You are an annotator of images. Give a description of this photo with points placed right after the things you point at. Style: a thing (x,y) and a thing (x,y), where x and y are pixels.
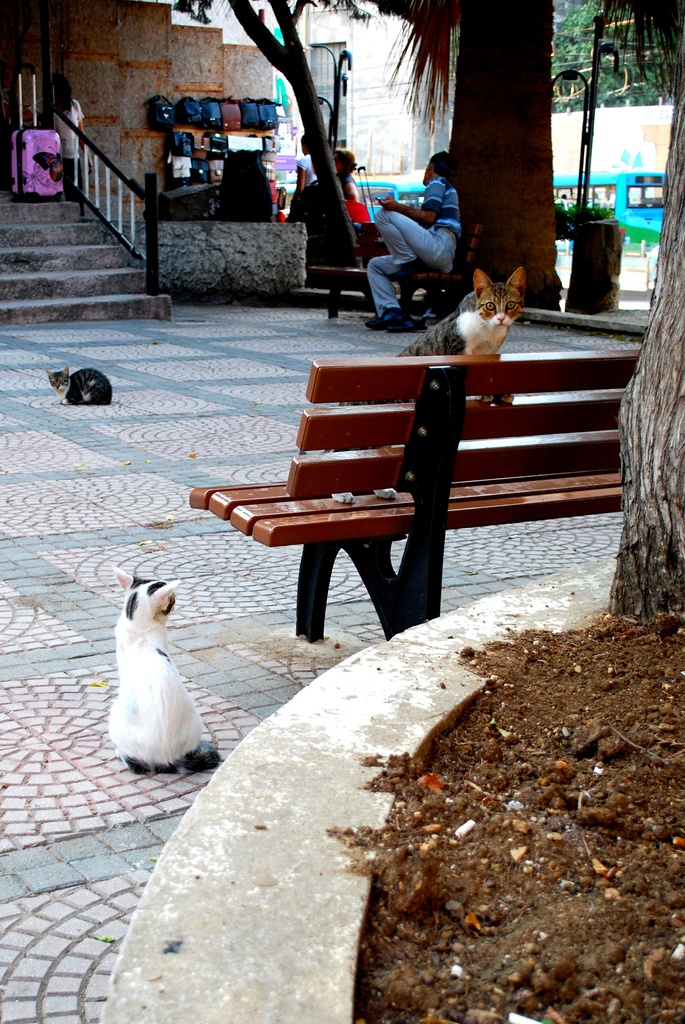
This is an outdoor picture. Here we can see tree (539,22), few bags (205,121) and luggage bag (48,139) on the stairs (76,305). Here we can a woman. We can see two persons (399,209) sitting here and there are three cats (469,337) and one cat (508,287) is standing on this bench (453,465).
